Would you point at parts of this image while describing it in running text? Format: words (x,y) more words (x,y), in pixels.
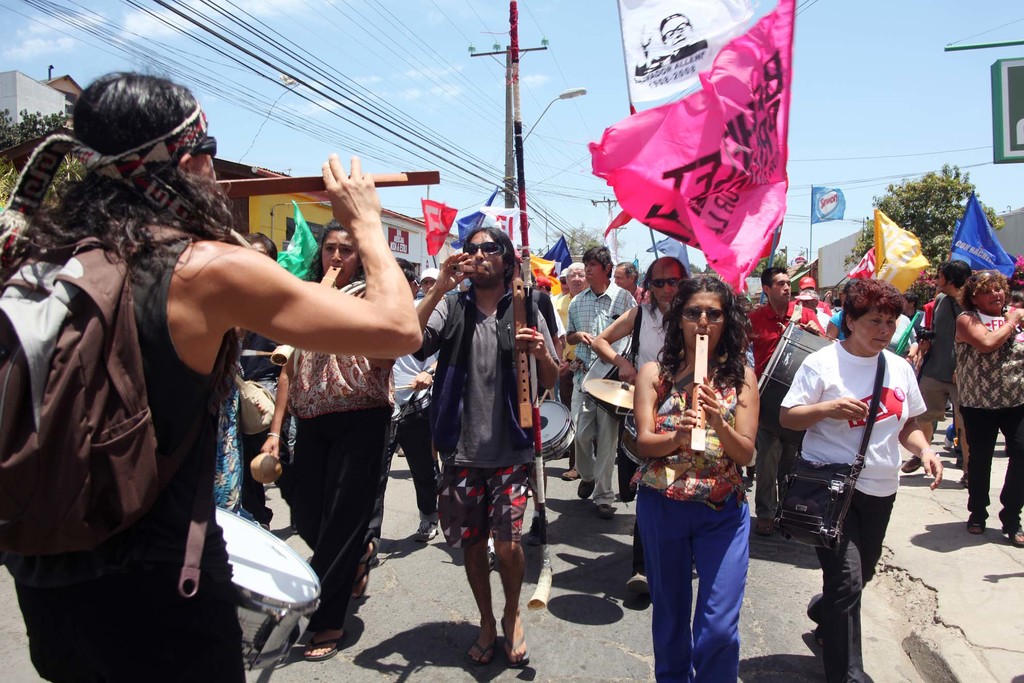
In this image we can see a group of people (472,407) walking on the road (591,526). In that some are holding the musical instruments (541,474) and some people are holding the flags (557,247). On the backside (551,227) we can see an utility pole (504,185) with wires (441,153), a street pole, a board (1002,147), plants (957,174), some houses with roof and the sky (287,159) which looks cloudy.
